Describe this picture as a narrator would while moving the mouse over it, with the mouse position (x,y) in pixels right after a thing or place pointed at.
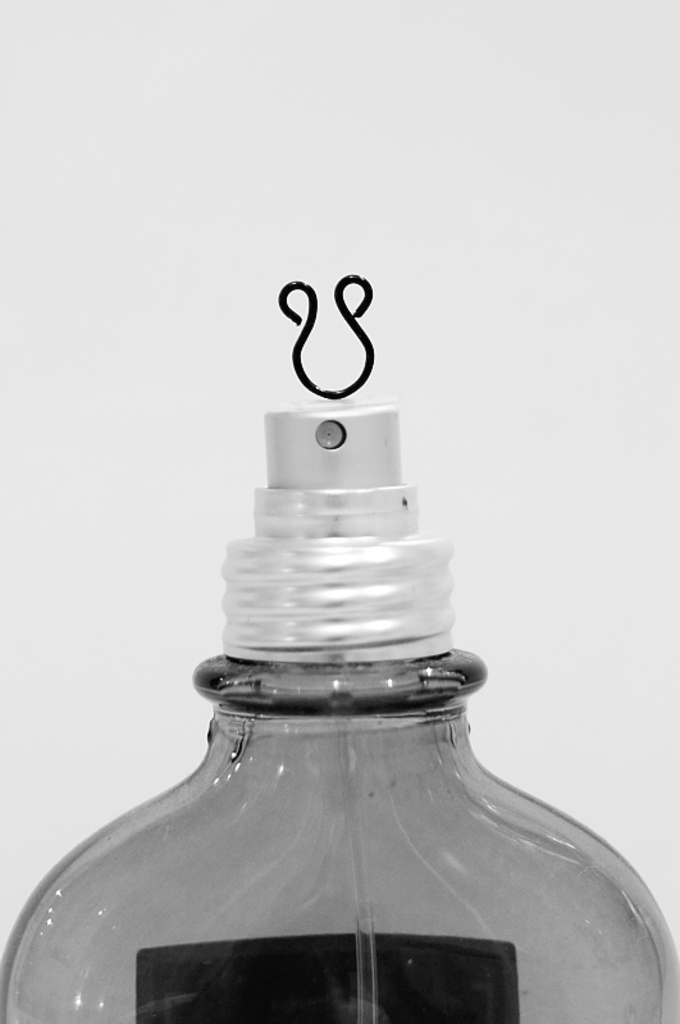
Here in this picture we can see spray bottle (285,607) present over a place and at the top of it we can see a pin (340,294) present.
